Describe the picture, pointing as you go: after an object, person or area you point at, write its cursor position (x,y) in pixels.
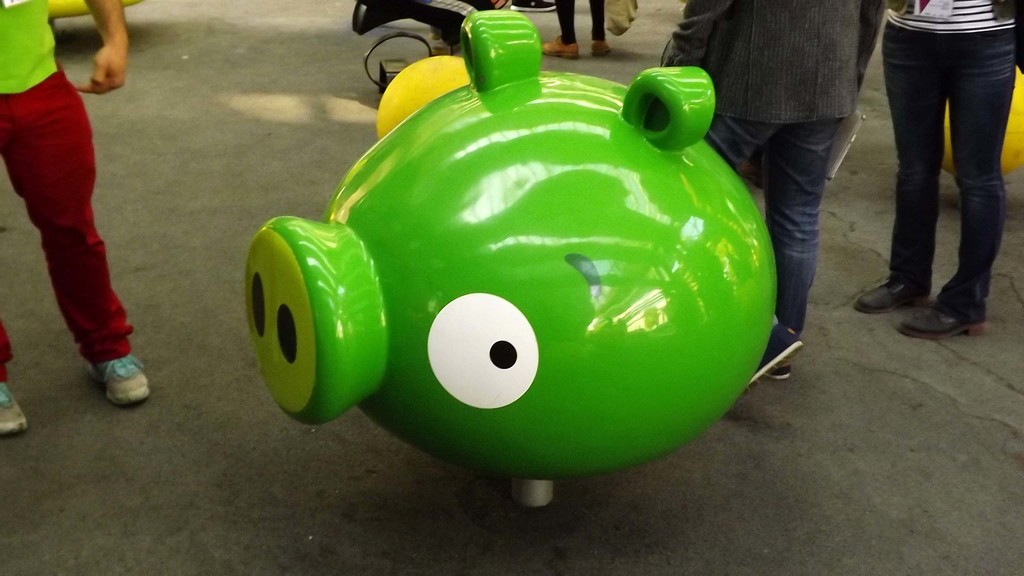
In this picture I can observe sculpture (342,261) of a pig head (583,244) which is in green color. On either sides of the picture I can observe some people (765,134) standing on the land (185,278).
